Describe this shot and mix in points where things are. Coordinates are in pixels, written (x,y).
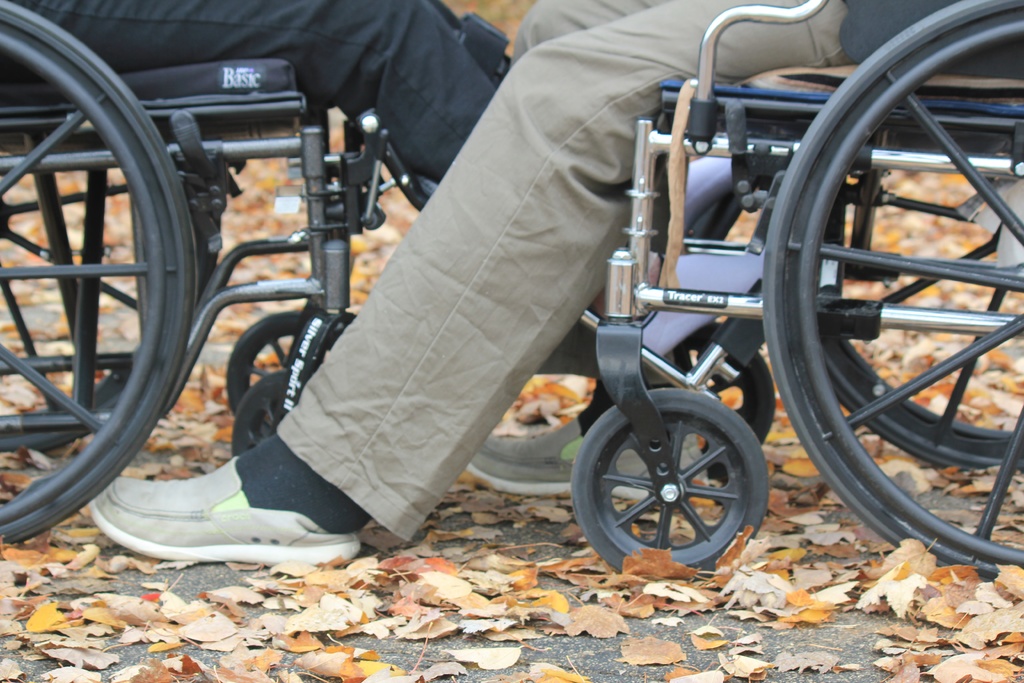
In this image we can see few people (692,23) sitting on the wheelchairs (724,19). There are many leaves (409,624) on the ground (407,623). There are two wheelchairs (278,299) in the image.
